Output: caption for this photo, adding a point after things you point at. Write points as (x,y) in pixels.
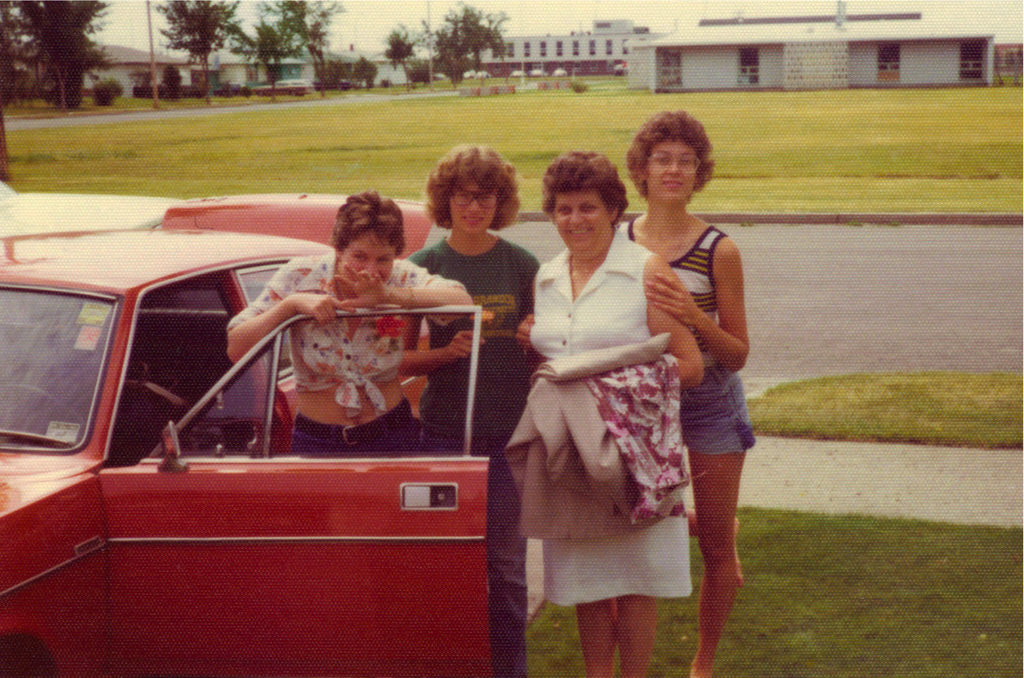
In this picture I can see buildings (516,46), trees (76,51) and few women (583,321) standing and I can see a red color car (107,418) and grass (978,609) on the ground (53,119).
